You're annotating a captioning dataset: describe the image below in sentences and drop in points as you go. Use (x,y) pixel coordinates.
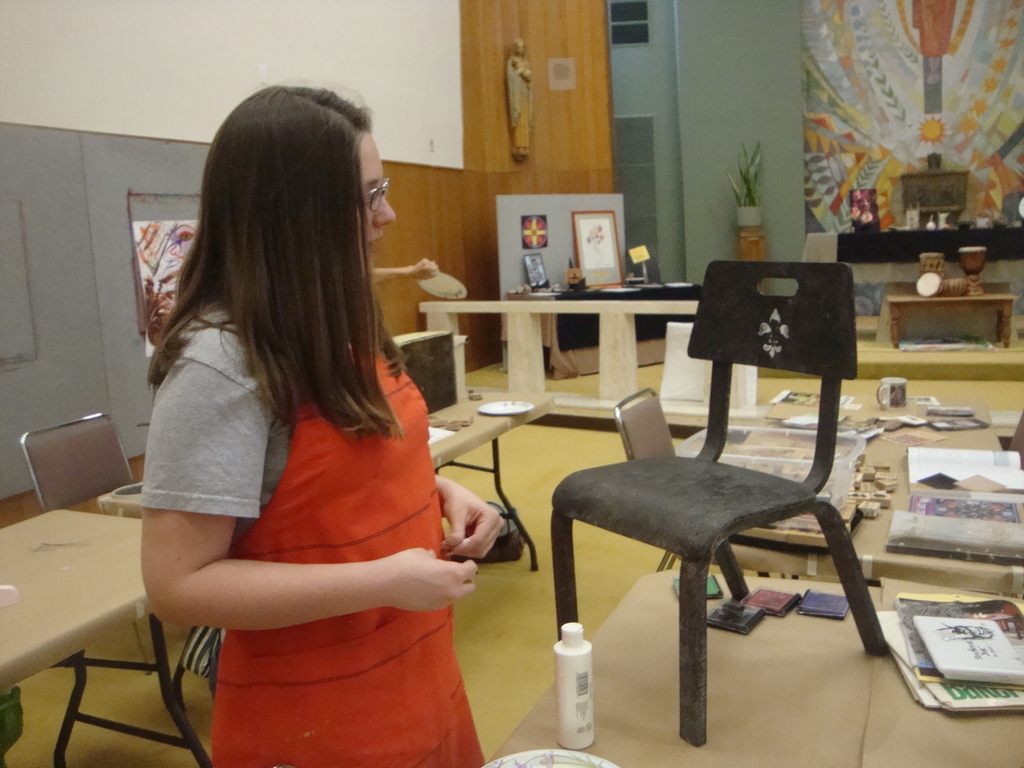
In this image we can see a woman (227,710) on the left side (208,424). Here we can see the tables (91,597) and the chair arrangement (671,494). Here we can see the chair (812,507) on the table (785,691). Here we can see the books (922,511), a plastic bowl (839,478) and a cup (888,383) are kept on the table (958,444) which is on the right side (891,475). Here we can see a plate (515,412) on the table (516,425) which is on the left side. Here we can see the hand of a person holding the plate (460,294). Here we can see the statue (522,152) on the wall (558,116).
